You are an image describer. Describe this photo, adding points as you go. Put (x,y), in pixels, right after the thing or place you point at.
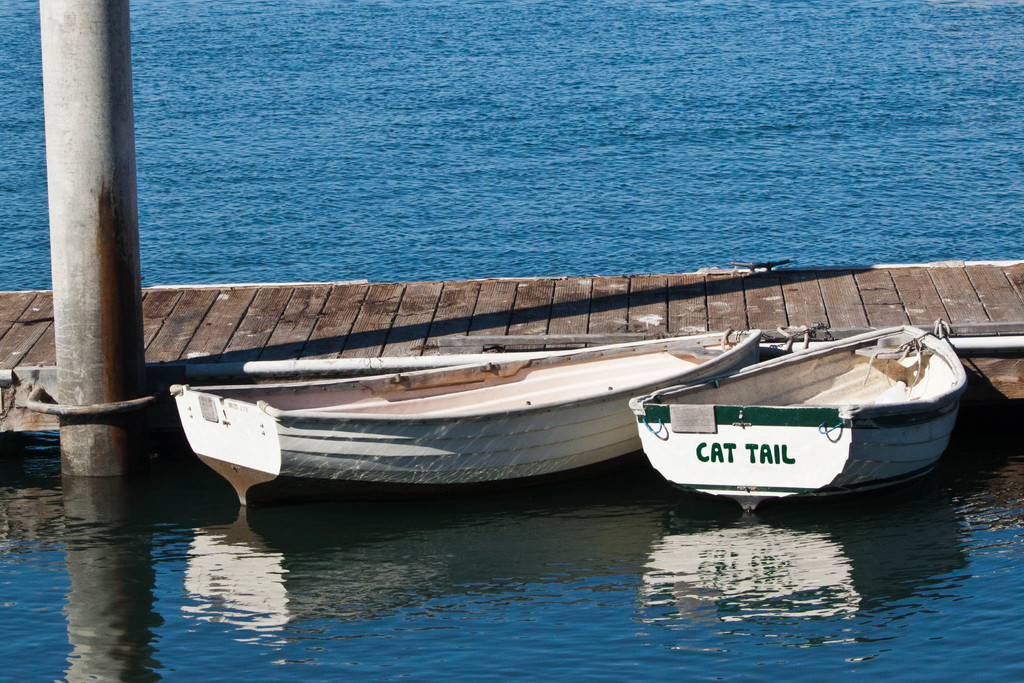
In this image we can see the two boats (506,436) on the surface (516,544) of the river (567,568). We can also see a pole (63,392) and also the path (692,303) in this image.
